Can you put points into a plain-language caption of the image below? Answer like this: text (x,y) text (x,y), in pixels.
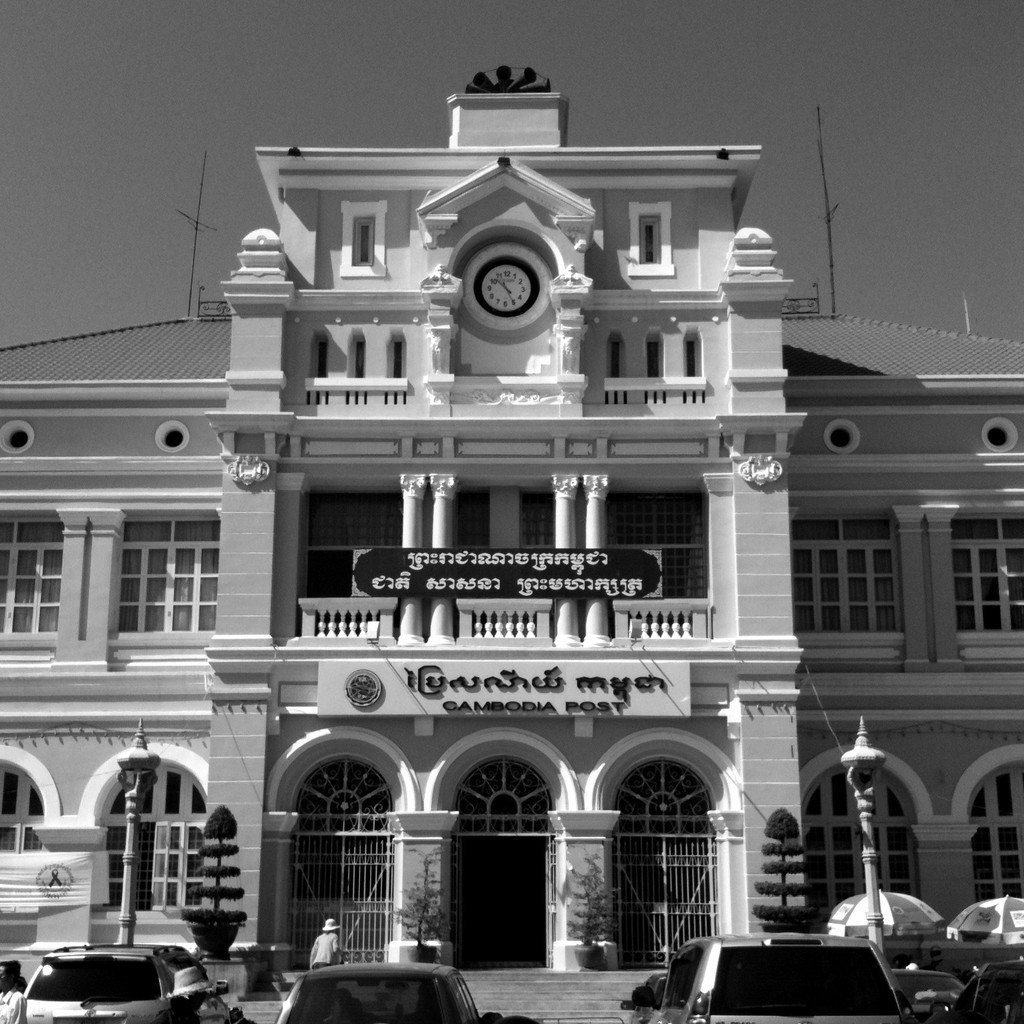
This is a black and white image. At the bottom (845,962) there are few cars (102,962) and poles (127,808). In the middle of the image (612,498) there is a building (256,627). At the top of the image (179,101) I can see the sky (77,197).
